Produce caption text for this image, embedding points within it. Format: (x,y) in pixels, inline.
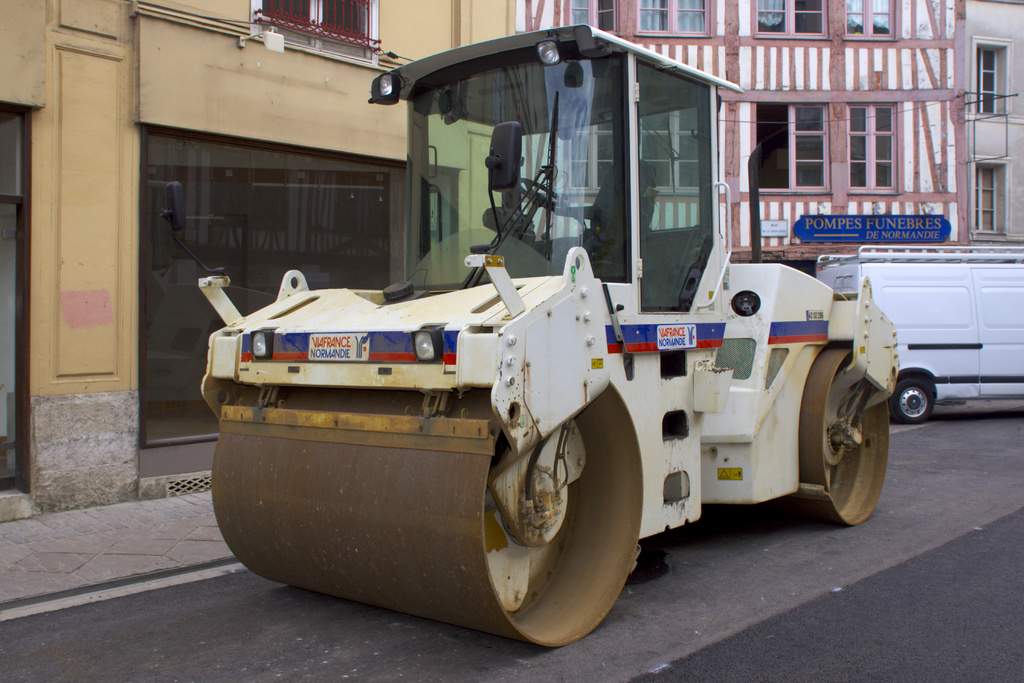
In this picture we can see a road roller (576,363) and a vehicle (942,305) on the road (917,439). Behind the vehicles (605,371) there are buildings (314,68) with windows (797,148), glass doors (320,216) and a name board (839,235).
